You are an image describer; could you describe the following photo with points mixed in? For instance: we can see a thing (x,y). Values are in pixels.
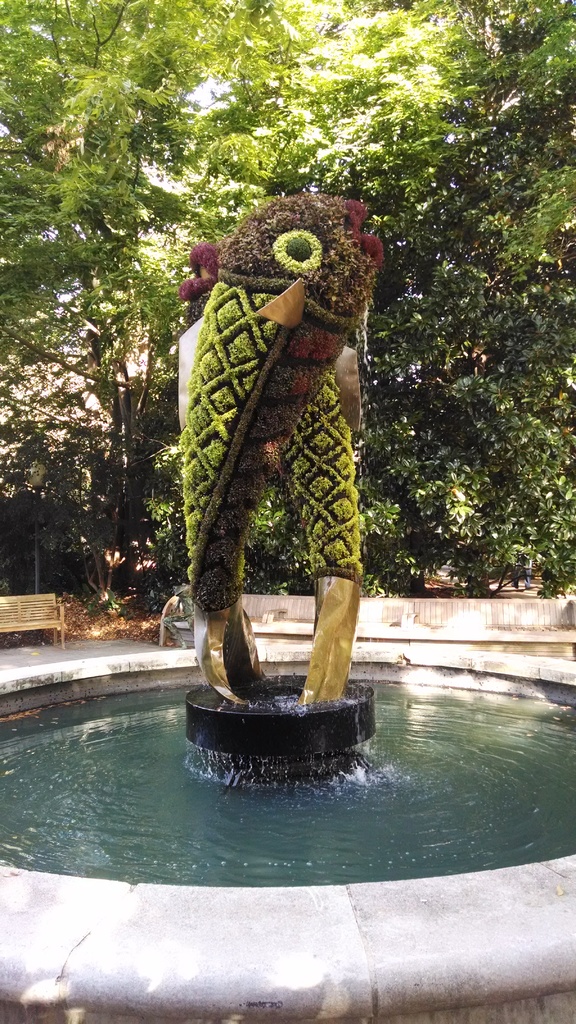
In this image I can see the water (290,851), the fountain (319,742) and few trees (229,569) which are in the shape of fish (204,640). In the background (19,566) I can see few trees (455,467) which are green in color and few benches (487,643).
